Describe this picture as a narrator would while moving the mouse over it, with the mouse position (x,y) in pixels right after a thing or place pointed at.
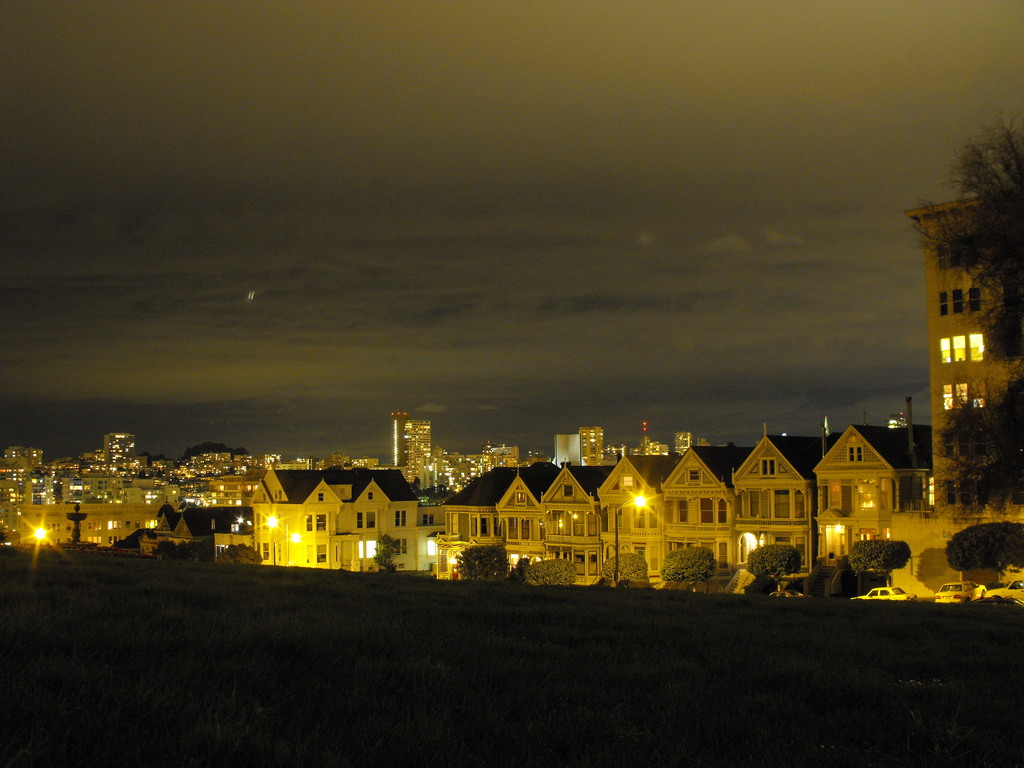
In this picture we can see grass (426,659), trees (1009,544), vehicles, lights (430,548), poles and buildings (391,519). In the background of the image (715,409) we can see the sky (766,174).
